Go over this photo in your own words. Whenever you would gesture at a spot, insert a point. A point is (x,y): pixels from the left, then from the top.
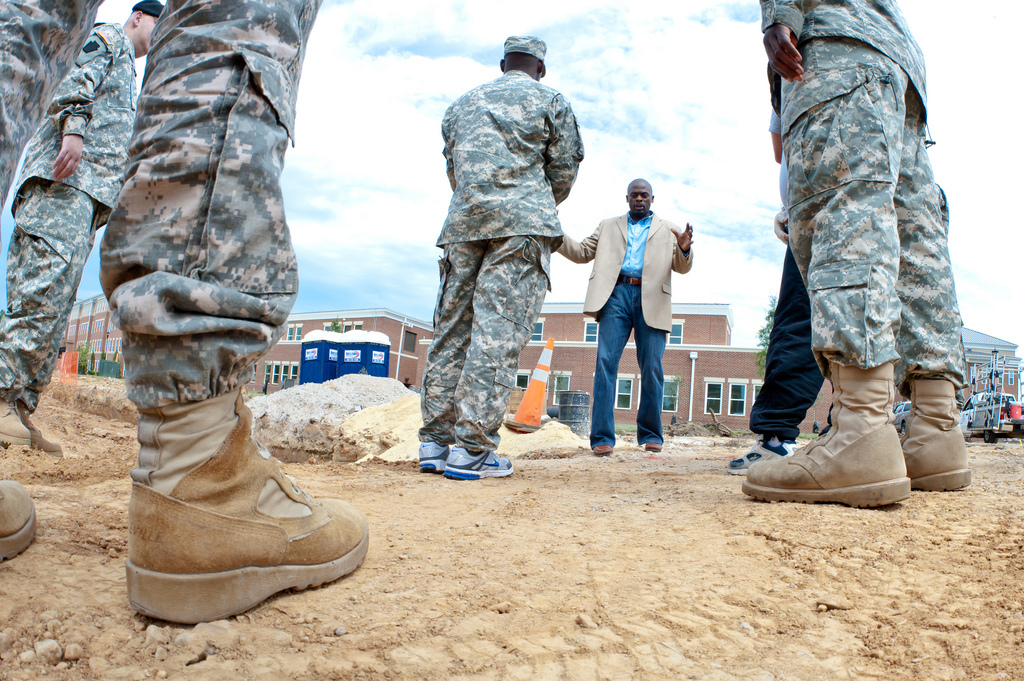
In this image, there are a few people (182,293), buildings (543,340), vehicles (988,403). We can see the ground (448,479) with some objects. We can also see the sky (656,116) with clouds (661,125).
